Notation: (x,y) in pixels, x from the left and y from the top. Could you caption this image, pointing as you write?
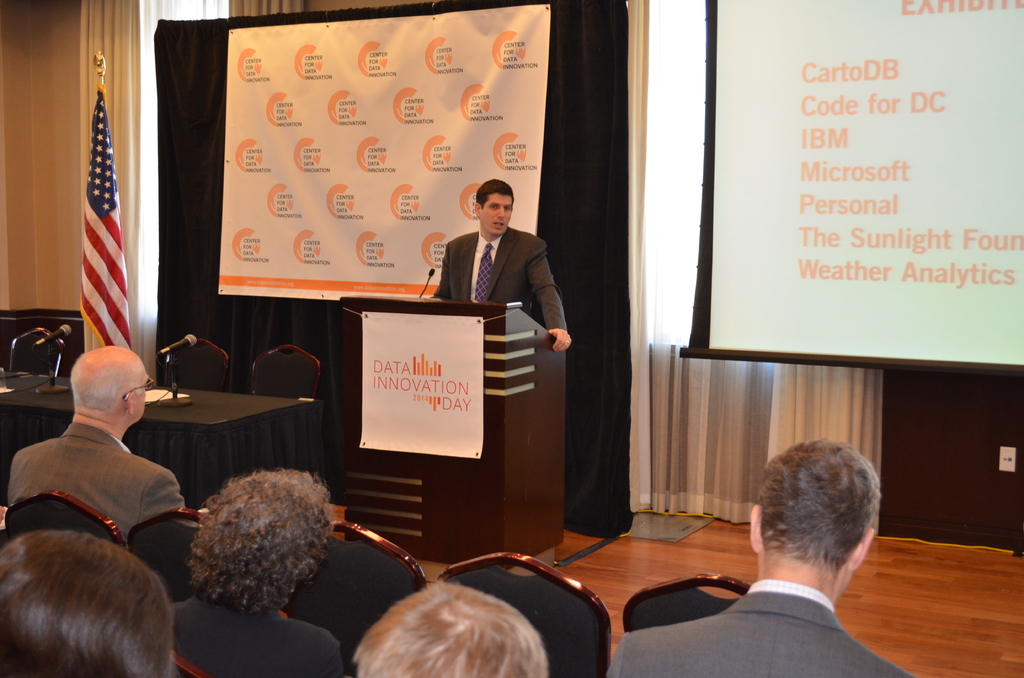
At the bottom (73,564) I can see a group of people (265,596) are sitting on the chairs (529,587), a table (279,416) on which mikes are there. In the middle (537,446) I can see a person (522,284) is standing in front of a table (540,474). In the background (810,164) I can see a screen (770,182), flag (101,182) and a curtain (193,186). This image is taken in a hall (151,171).
